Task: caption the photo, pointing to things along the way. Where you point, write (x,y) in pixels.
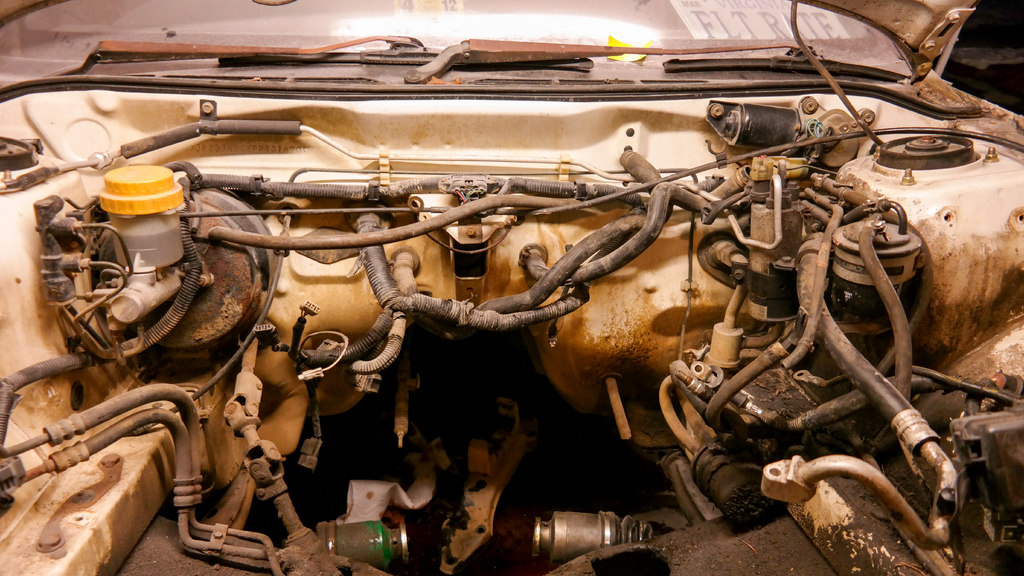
In the picture we can see a car engine space (846,483) with some wires (9,397), pipes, filters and behind it we can see two wipers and windshield (645,16).
